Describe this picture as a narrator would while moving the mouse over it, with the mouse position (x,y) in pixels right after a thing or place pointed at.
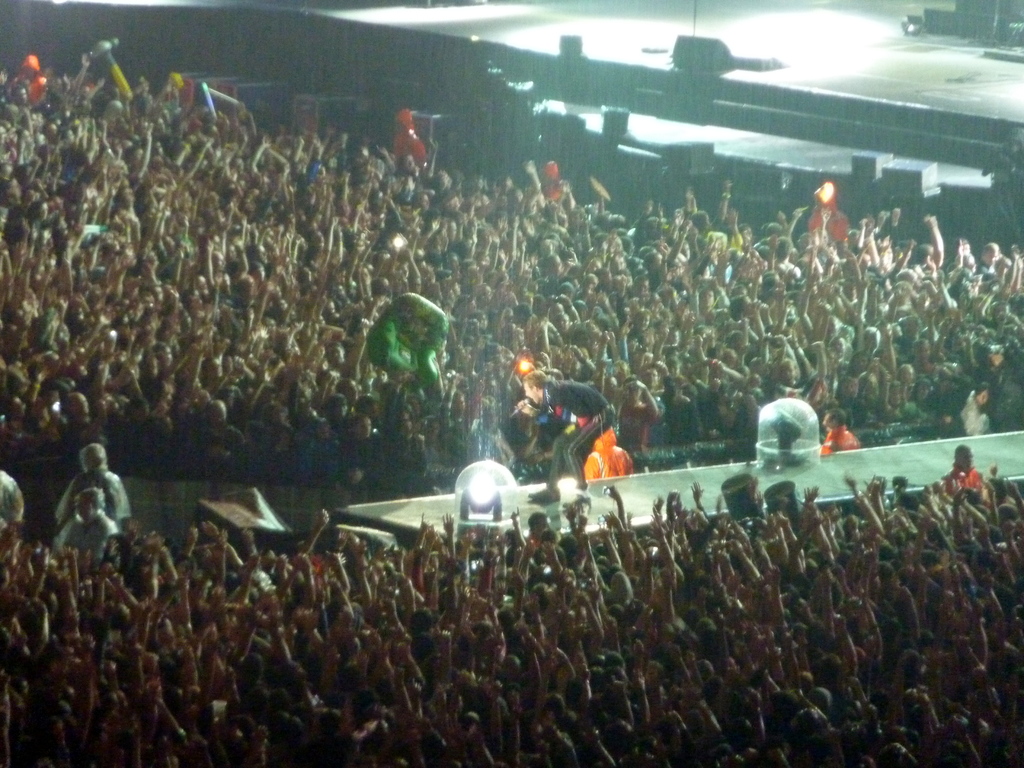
In this image there are group of persons (261,332). On the top right (961,18) there are objects (979,20) which are black in colour. In the center (660,481) there is ramp (761,476) and on the ramp (698,468) there are lights (789,429).
